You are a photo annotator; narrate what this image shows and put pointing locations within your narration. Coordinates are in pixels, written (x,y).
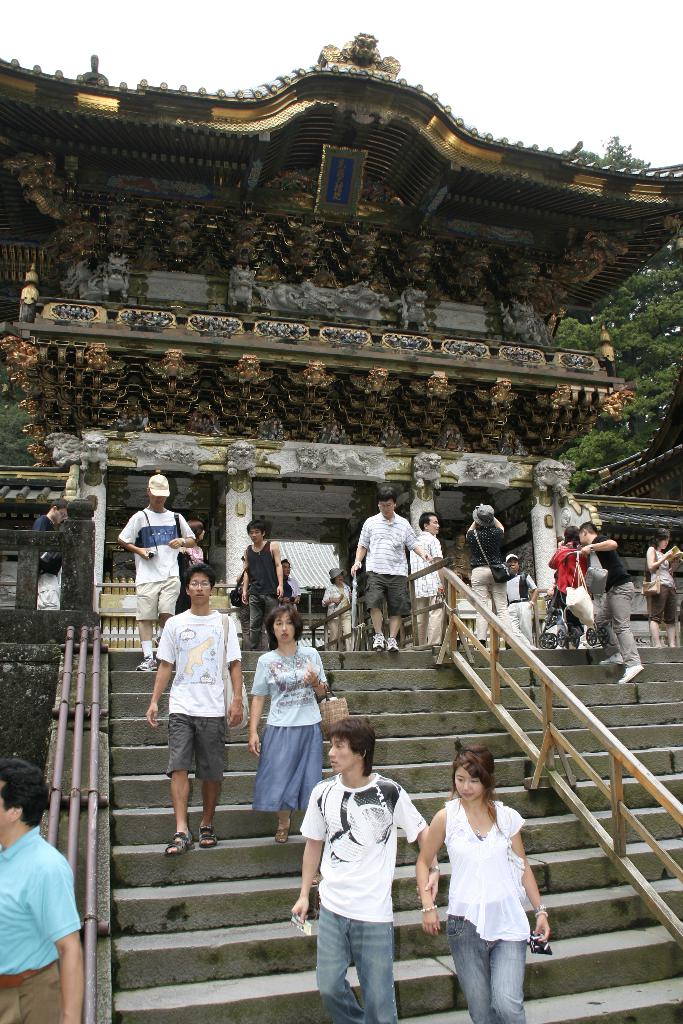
In the picture it looks like some temple (457,279) and there are stairs (251,1004) in front of the temple (321,520), few people (361,541) were getting down the stairs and on the right side (610,331) there is a tree (615,313).
